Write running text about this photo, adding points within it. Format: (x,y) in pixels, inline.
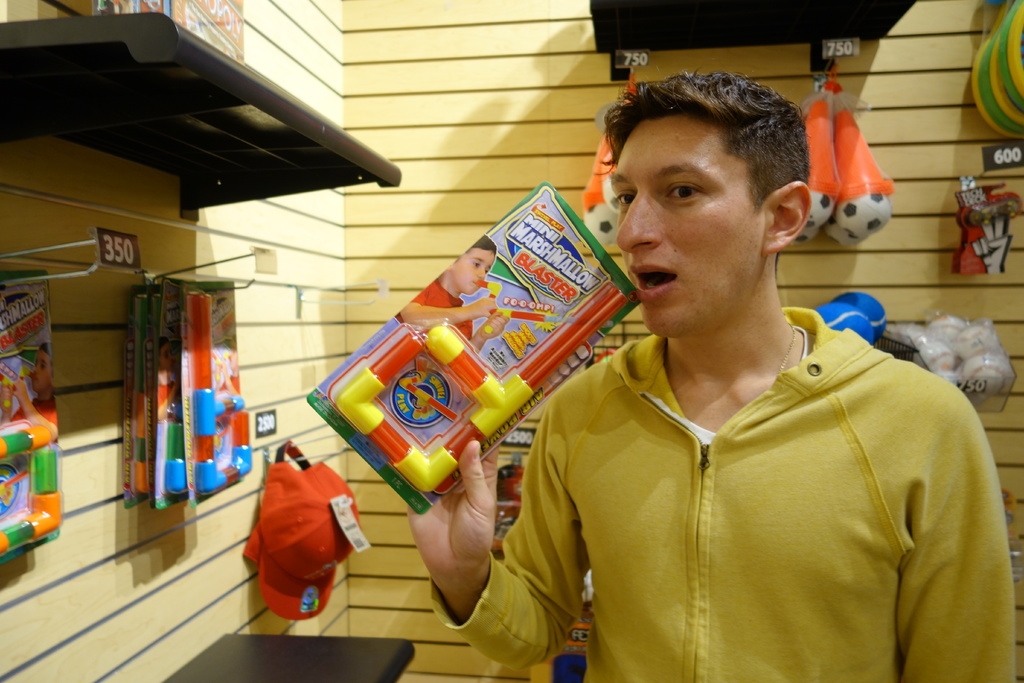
In this image there is a man (703,530) standing, holding a toy (456,366) in his hand (472,454), in the background (927,60) there is a wall (572,68), for that wall (739,58) there are toys (12,329).
